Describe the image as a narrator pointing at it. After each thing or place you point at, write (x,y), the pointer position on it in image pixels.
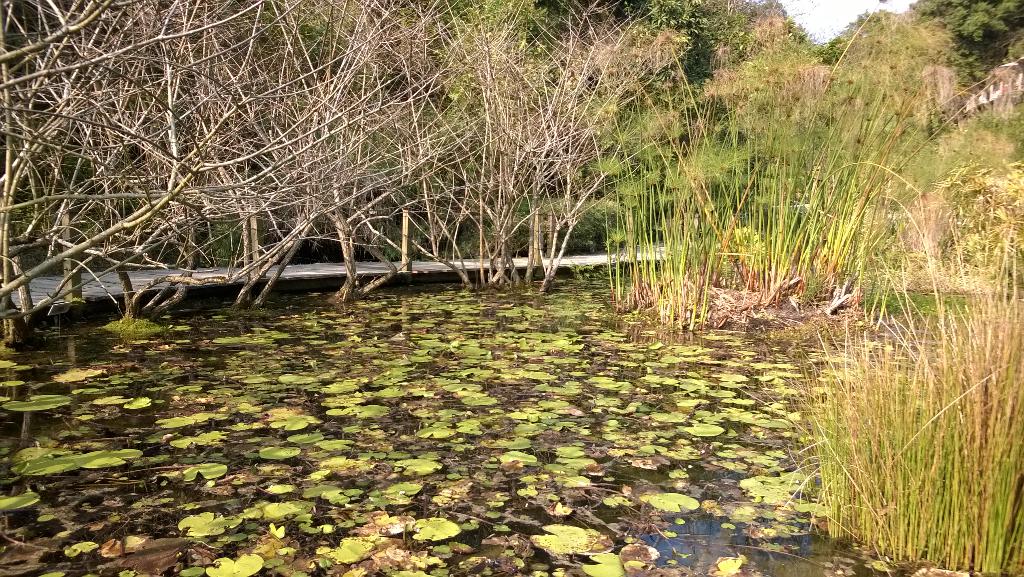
In this image there is the water (481,495). There are aquatic plants (529,427) on the water (511,421). There is grass (758,255) in the water (508,503). In the background (423,76) there are trees (413,36). At the top (836,29) there is the sky (831,20).
